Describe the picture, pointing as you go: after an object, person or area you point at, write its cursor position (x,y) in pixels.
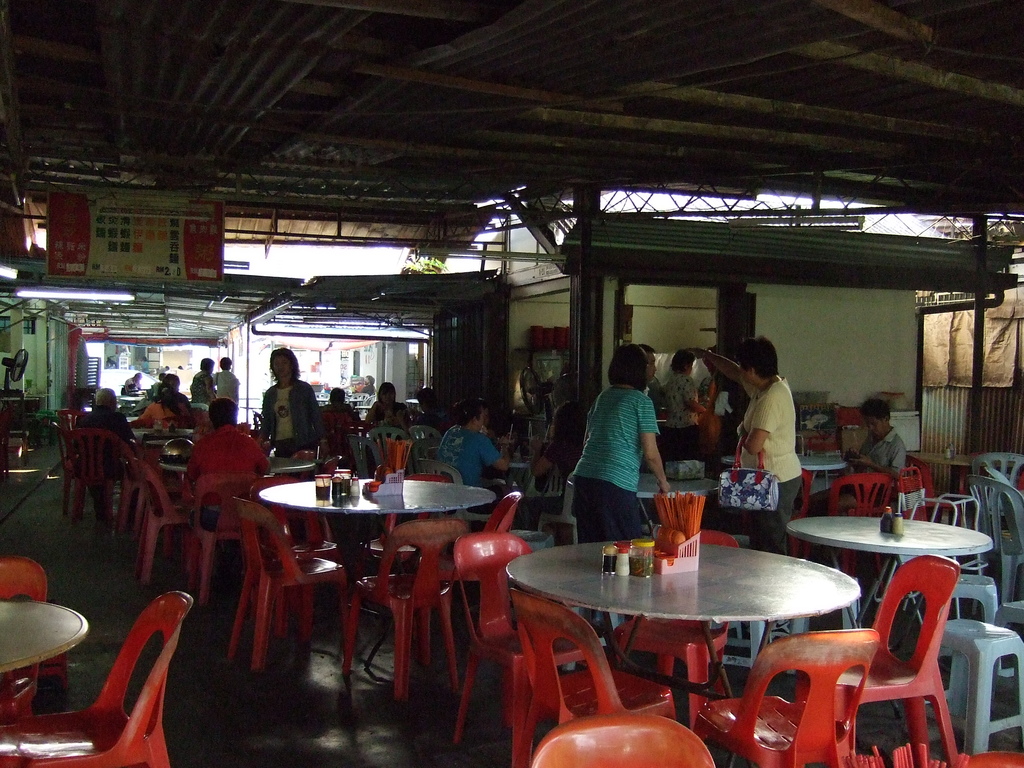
There are group of people (228,426) sitting in red chairs (132,449) and there is a table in front of them and some of the chairs (546,612) are left empty.
